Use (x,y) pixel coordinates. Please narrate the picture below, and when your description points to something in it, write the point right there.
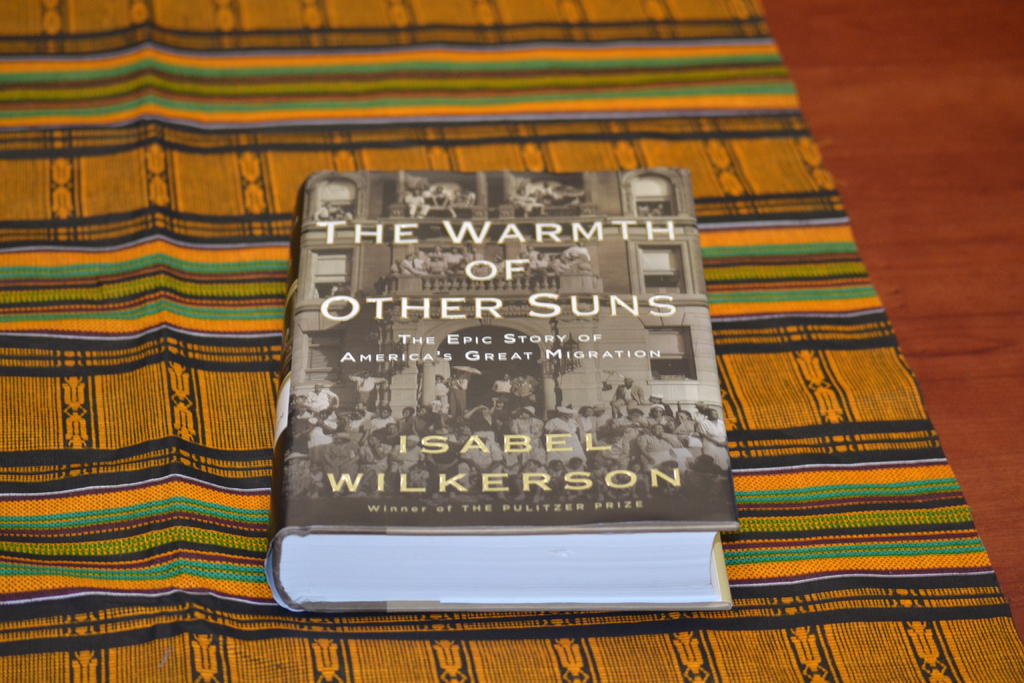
In this image we can see a book (657,464) on the cloth (185,568) which is on a platform (922,164). On the book (523,519) we can see pictures (471,477) of people (607,427), building (650,403), and text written on it.
